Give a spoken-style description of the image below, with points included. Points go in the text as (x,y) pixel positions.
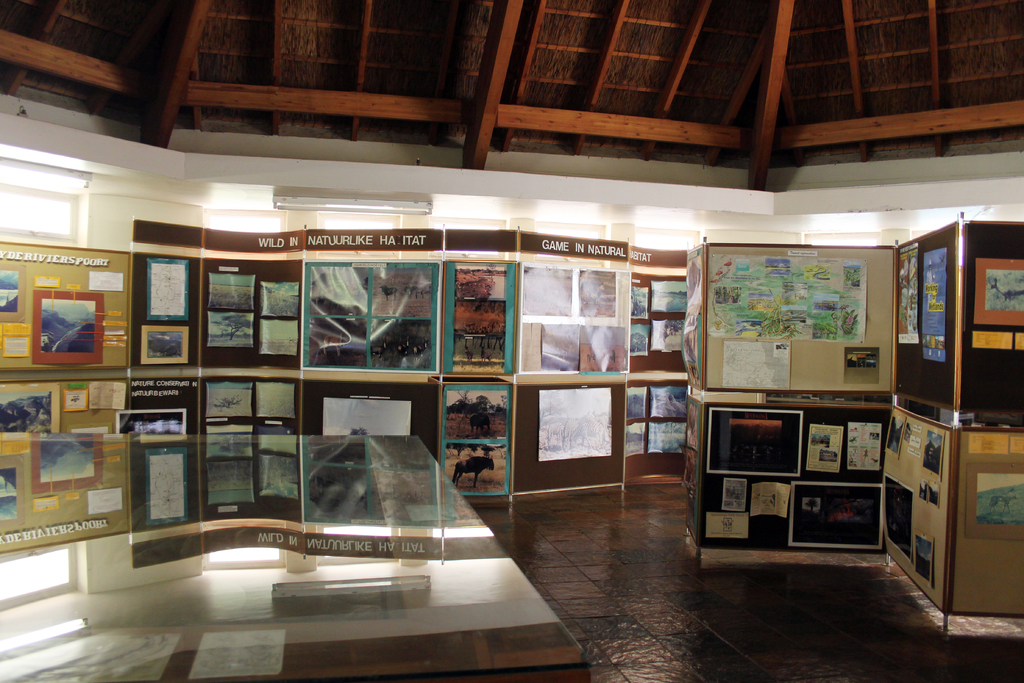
In this image we can see some posts (437,321), photo frames (425,308) and papers (548,448) on a wall (485,379). We can also see some lights (402,203) and a roof (239,108). On the bottom of the image (397,485) we can see a table (274,550).
